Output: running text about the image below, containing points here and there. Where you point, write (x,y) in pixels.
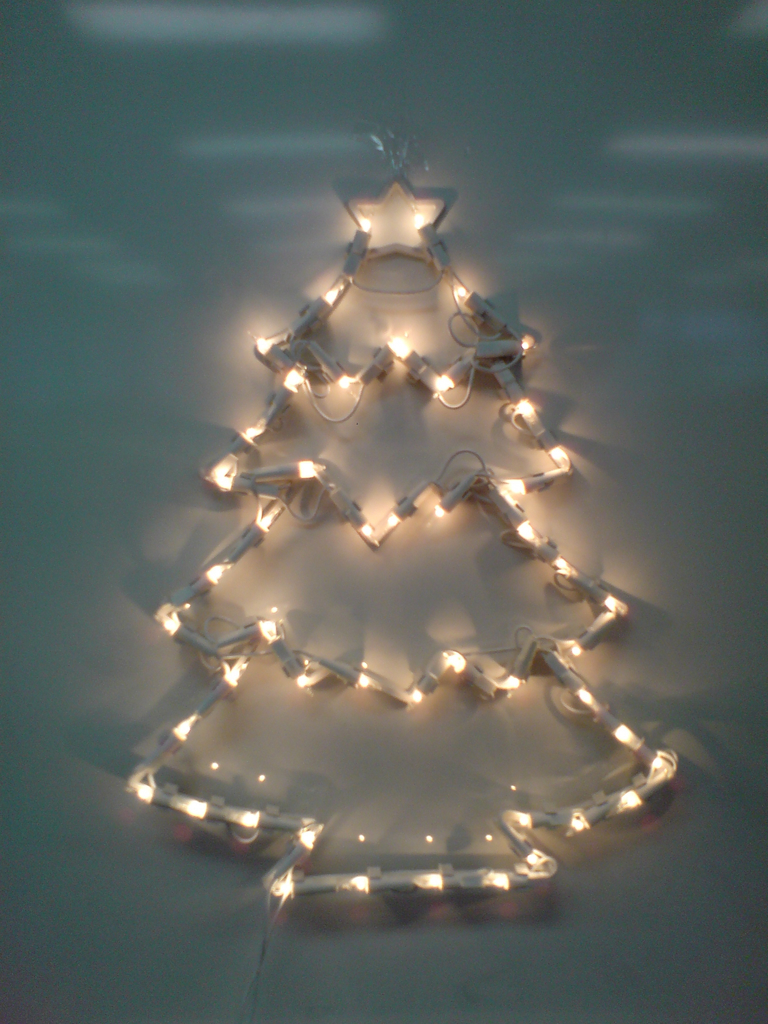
In this picture we can see lights (633,732). These lights (454,878) are in the form of a tree (543,854).
